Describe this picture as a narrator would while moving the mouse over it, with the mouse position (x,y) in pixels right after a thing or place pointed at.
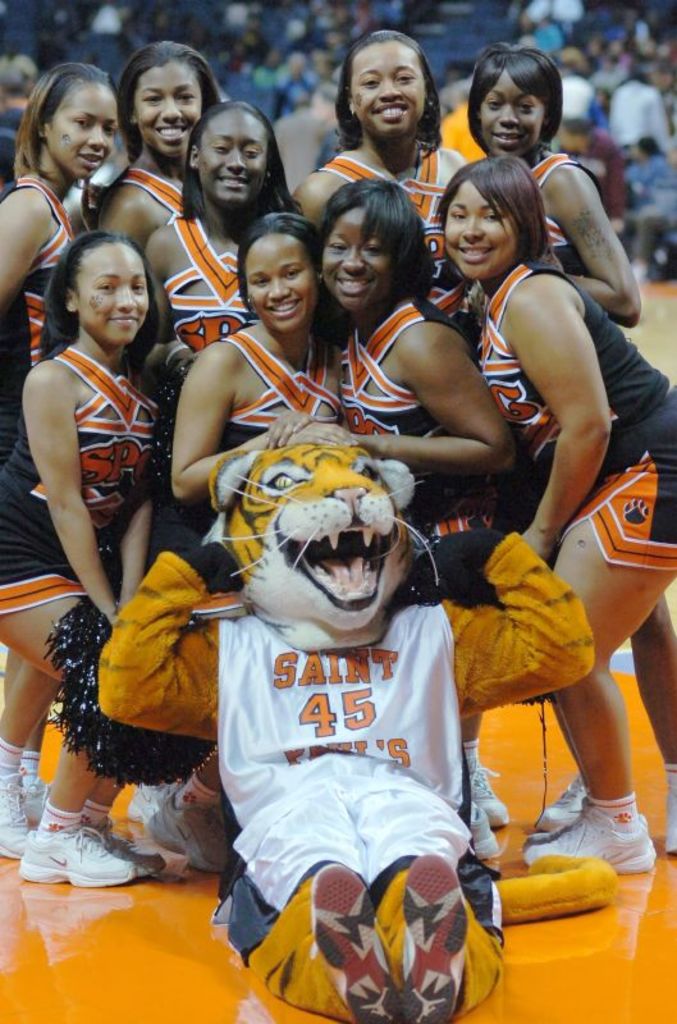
There are two women (285,320) smiling, bending and holding head (295,513) of the mascot (290,526). Which is sitting on the orange color floor (517,952). Beside them, there are other women (41,181) smiling, some of them are bending on the floor (654,952), there are other persons (295,72) sitting on chairs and there are other objects (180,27).
